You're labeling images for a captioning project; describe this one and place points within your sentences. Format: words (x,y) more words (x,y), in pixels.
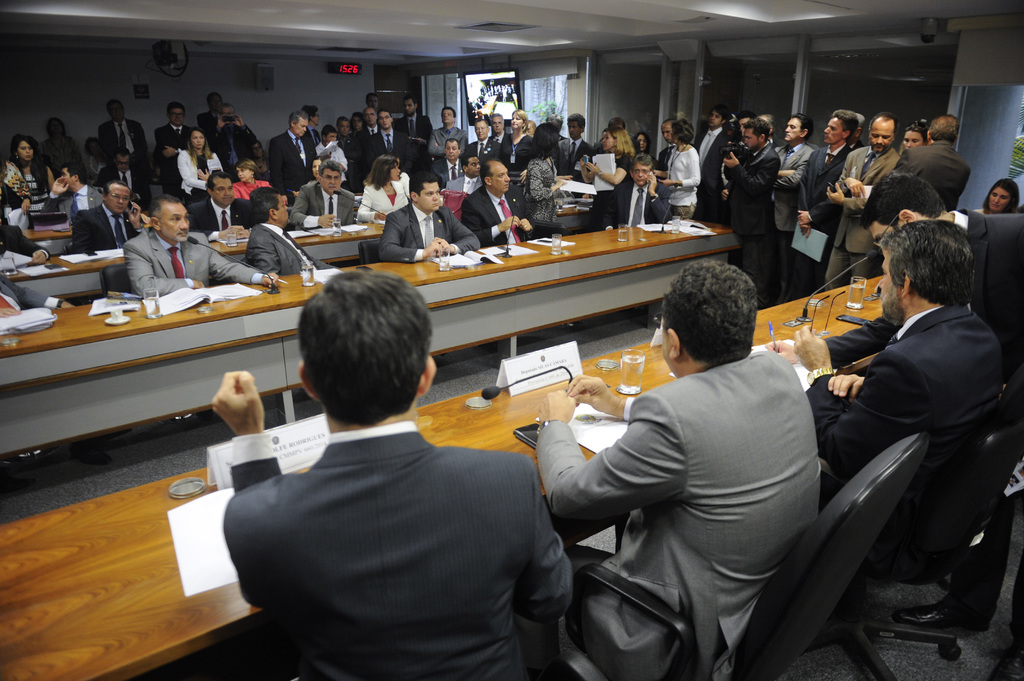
Here there are group of people (823,438) sitting and standing and there is a meeting going on here these people (681,334) are sitting on chairs (838,564) with microphones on the table (237,335) in front of them.
